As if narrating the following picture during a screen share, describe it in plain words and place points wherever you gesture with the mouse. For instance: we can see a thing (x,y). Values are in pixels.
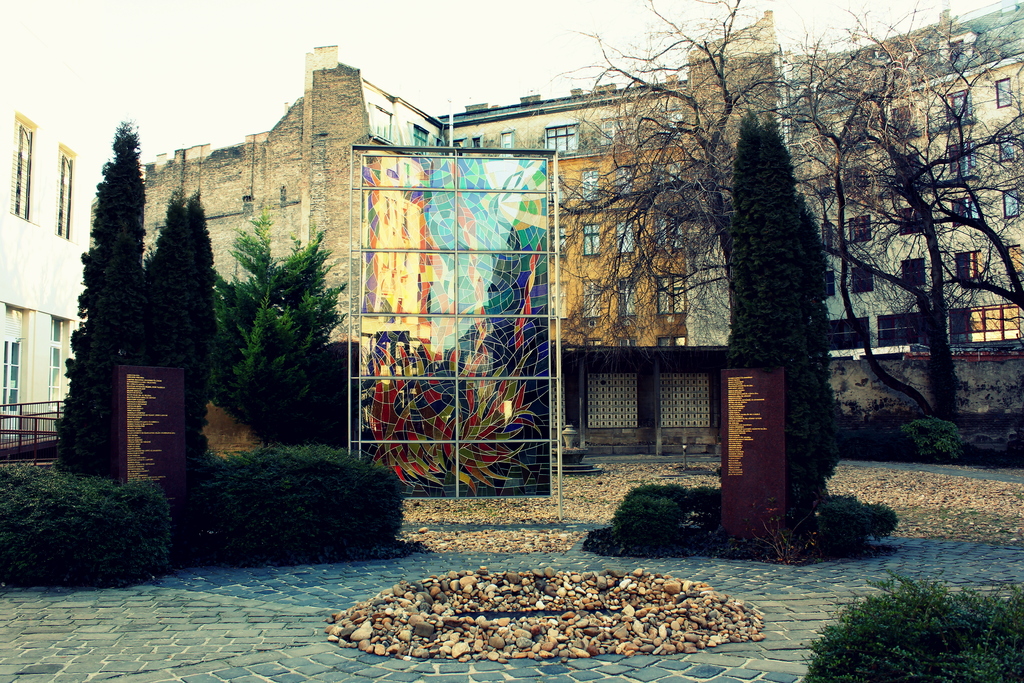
In this image I can see trees (746,282) in green color. In front (406,425) I can see a brown color board (174,444) and a multi color glass (467,408), background (293,130) I can see few buildings (327,130) in cream color and the sky (360,51) is in white color.
